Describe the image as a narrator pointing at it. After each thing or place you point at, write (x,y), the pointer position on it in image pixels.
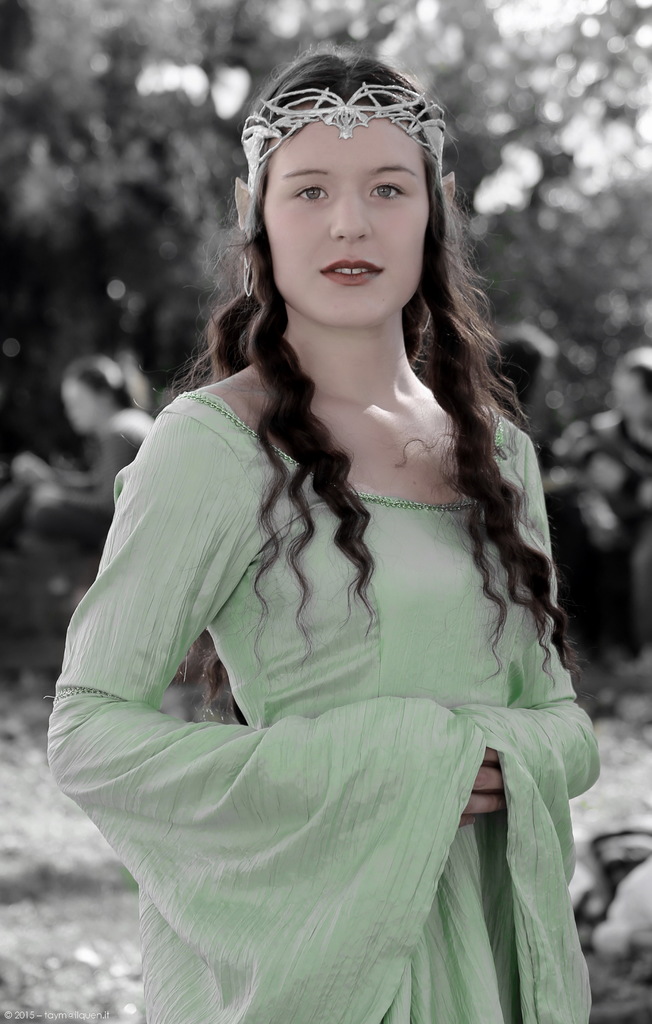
In this image we can see a person (353,510) standing and blur background (111,32).
